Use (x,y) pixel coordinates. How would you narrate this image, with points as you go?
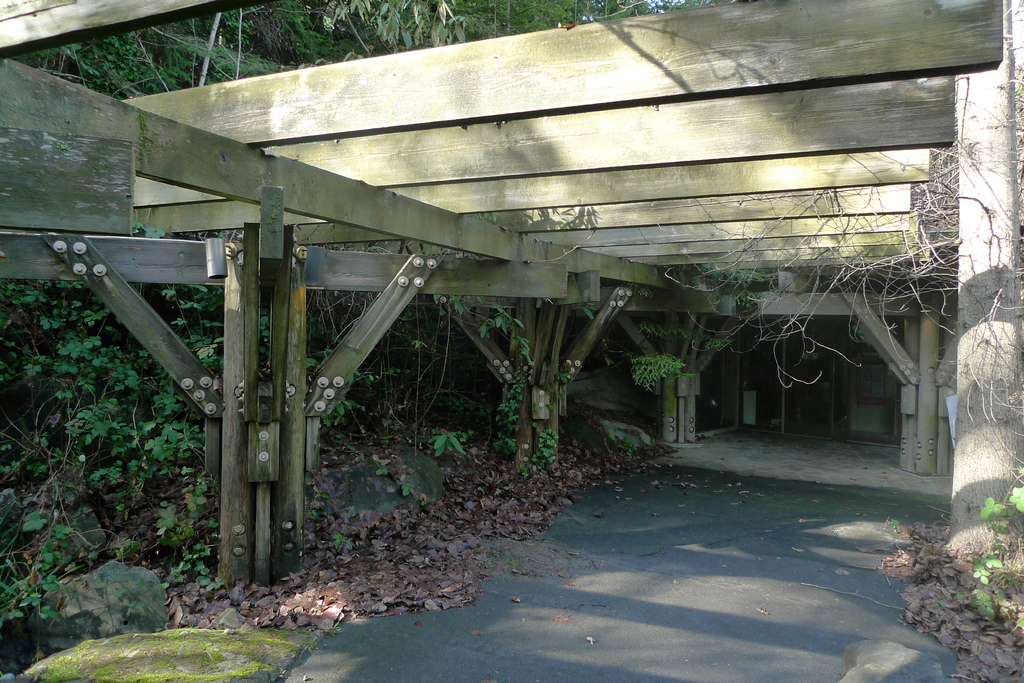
This image consists of a road (640,575). To the left (83,377), there are plants (70,340) and trees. At the top (857,206), there is a pergola (599,90) made up of wood (449,150).
